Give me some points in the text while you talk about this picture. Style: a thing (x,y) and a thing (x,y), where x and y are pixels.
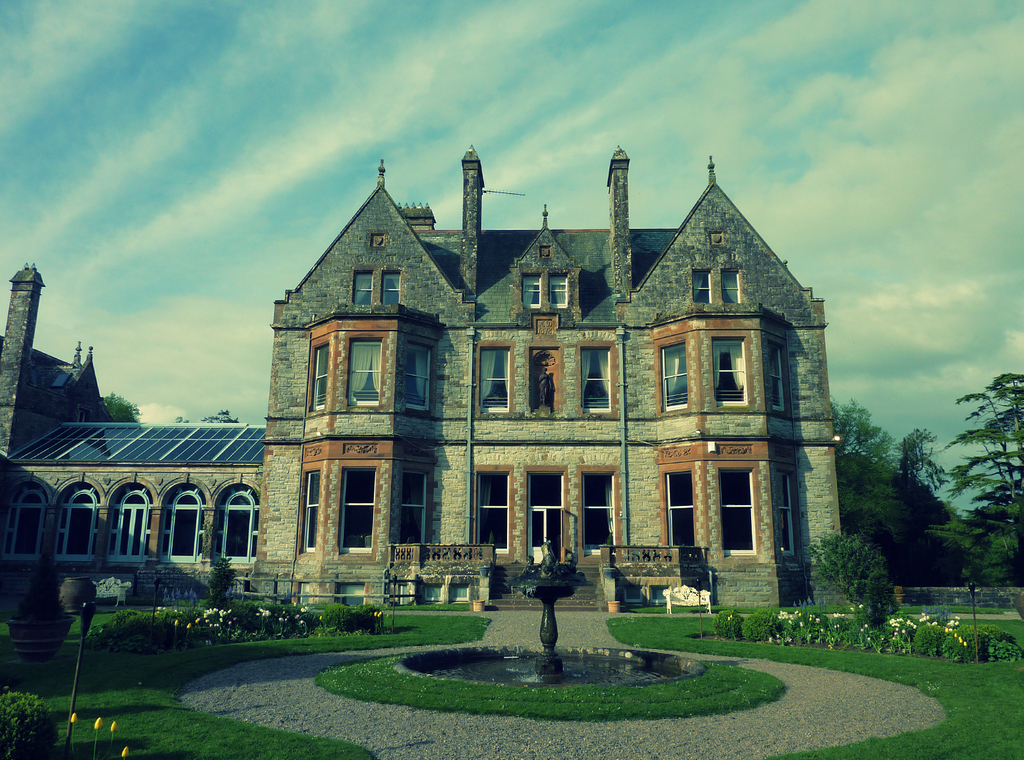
This picture is clicked outside. In the foreground (923,669) we can see the green grass (101,712), plants (136,650) and flowers (831,637) and we can see some black color objects (553,623) and the water (614,665). In the center (632,385) we can see the houses (543,367), plants (836,557) and the some other objects (598,567). In the background (841,99) we can see the sky (254,127) with the clouds (831,189) and we can see the trees (882,487).
